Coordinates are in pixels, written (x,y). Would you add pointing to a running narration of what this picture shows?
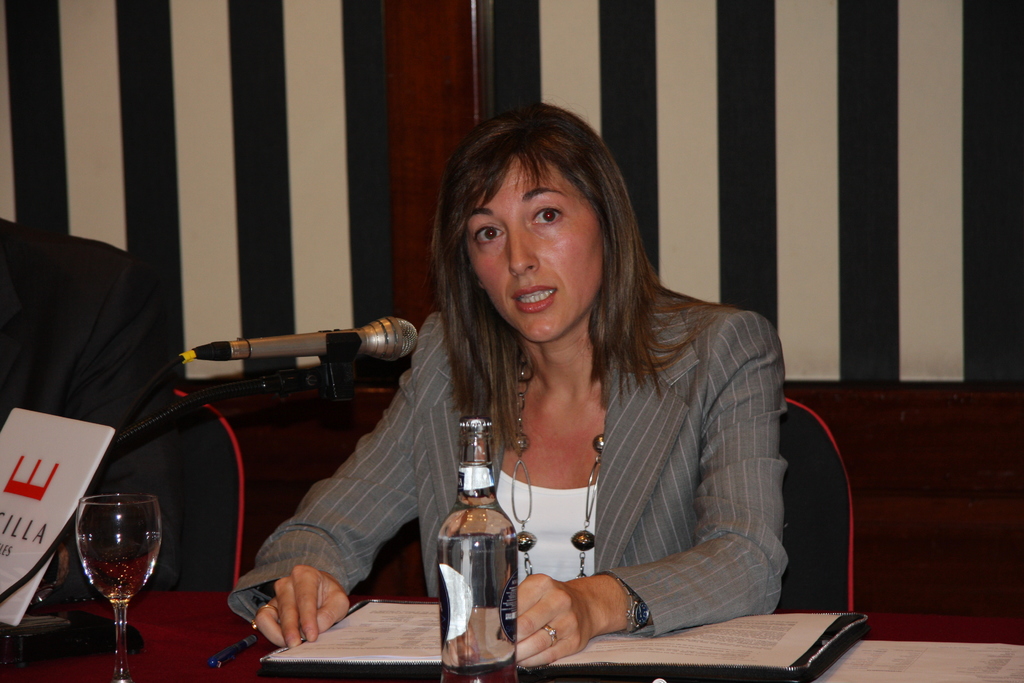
In this image we can see a lady (696,471) sitting on a chair (828,479). In front of the lady (636,451) we can see a mic (320,352) and there is a book (420,630), bottle (449,639), glass (120,611) and a pen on the table (207,644). Behind the lady (611,310) we can see a wall (367,220). On the left side (119,253), we can see a person (55,408) and a board (8,451) with text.
